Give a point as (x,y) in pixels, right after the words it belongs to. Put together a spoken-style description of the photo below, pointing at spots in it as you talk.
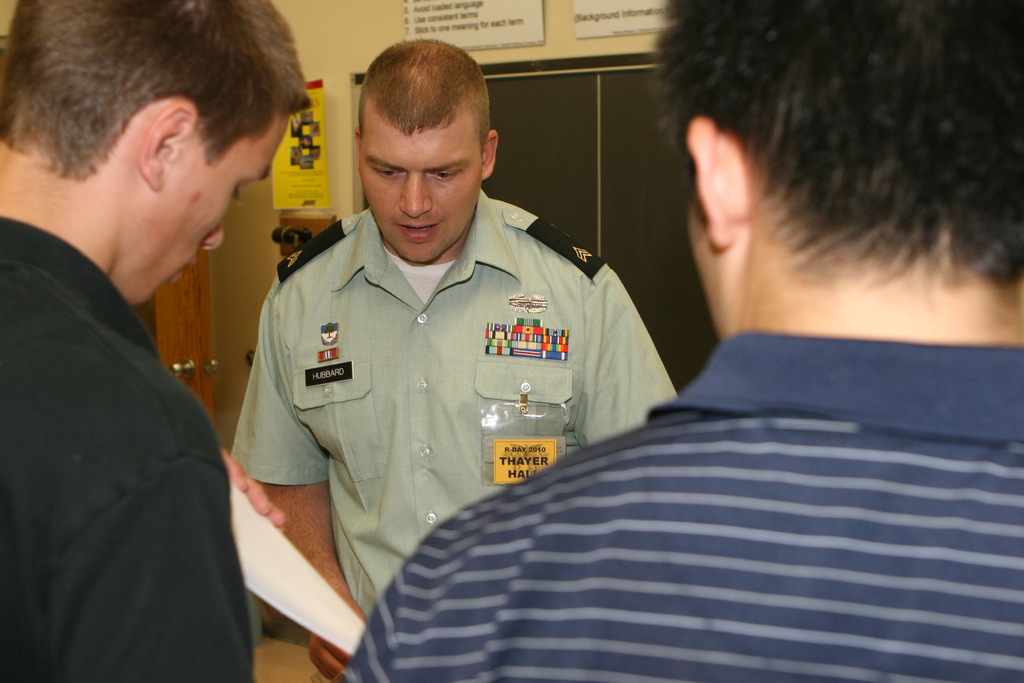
There are three persons (601,321) in different color dresses (792,572), standing on the floor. In the background (571,4), there are posters (300,191) on the wall (359,26), near a door (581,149).
